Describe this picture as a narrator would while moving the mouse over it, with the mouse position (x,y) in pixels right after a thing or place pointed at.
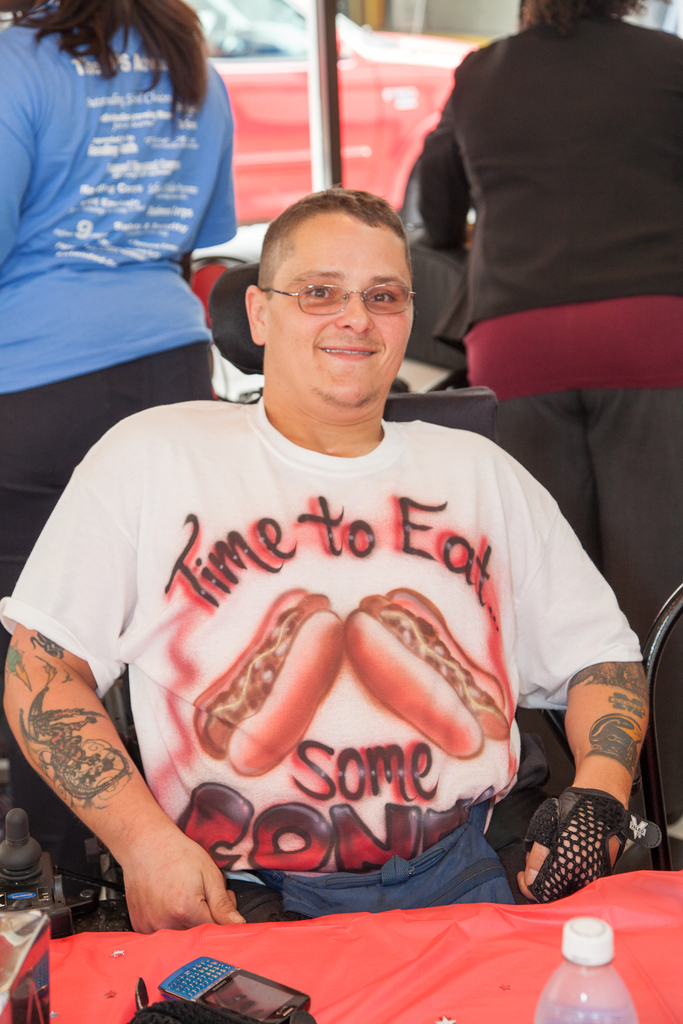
In this image there is a person (458,616) sitting on the chair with a smile on his face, in front of him there is a table (660,986). On the table (256,971) there is a mobile (261,987), water bottle (552,996) and a few other objects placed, behind him there are two women (559,126) standing. In the background (339,84) there is a glass door (322,82). From the glass door (322,65), we can see there is a car (278,81).
